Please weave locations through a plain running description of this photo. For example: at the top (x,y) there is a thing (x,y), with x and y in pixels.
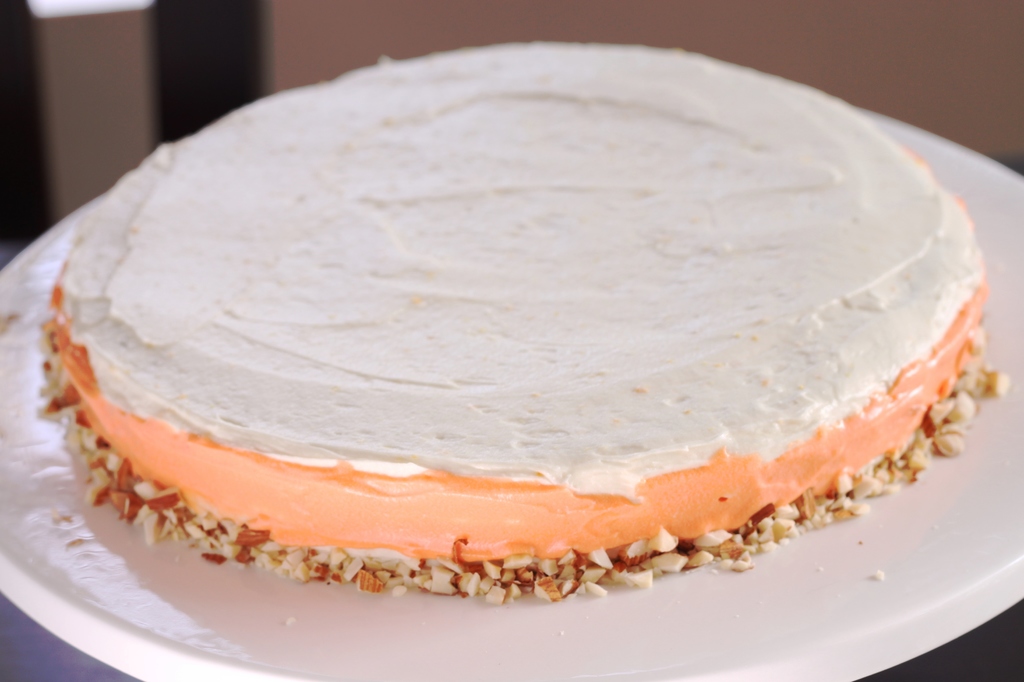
This picture looks like a cake (496,502) on the cake stand (667,582).
